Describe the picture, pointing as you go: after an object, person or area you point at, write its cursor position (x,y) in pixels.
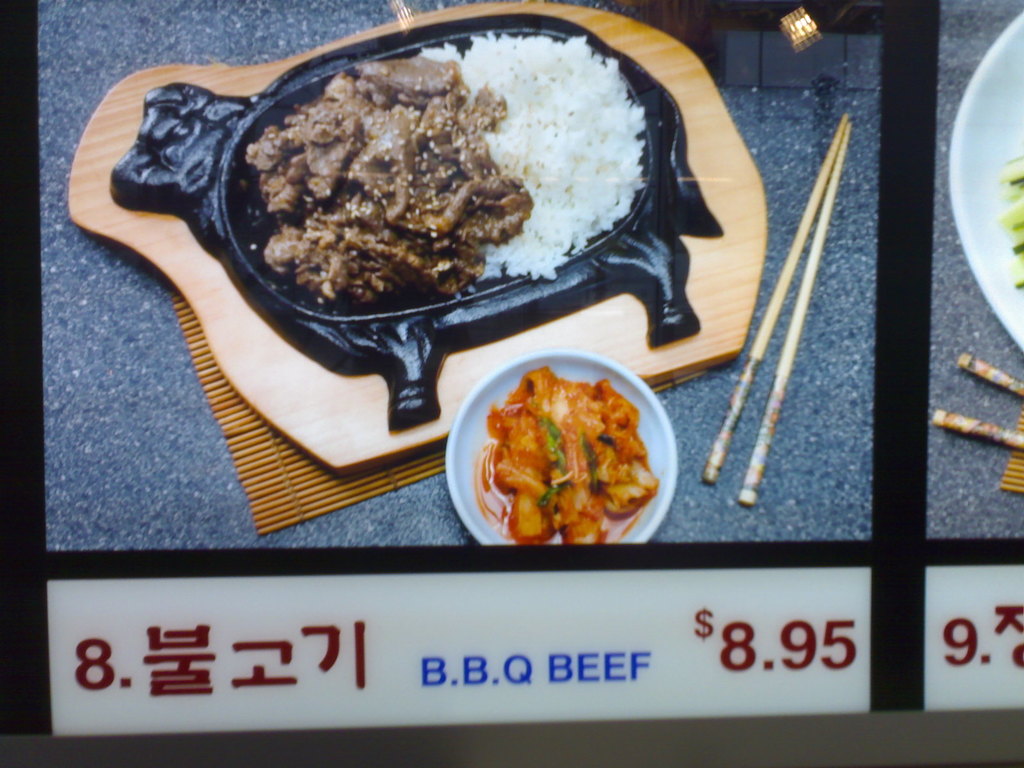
In this image I can see the food (575,206) which is in white, brown and orange color in the plates (469,429). The plates (472,417) are in white and black color and I can see gray color background (86,423), I can see something written on the image.
